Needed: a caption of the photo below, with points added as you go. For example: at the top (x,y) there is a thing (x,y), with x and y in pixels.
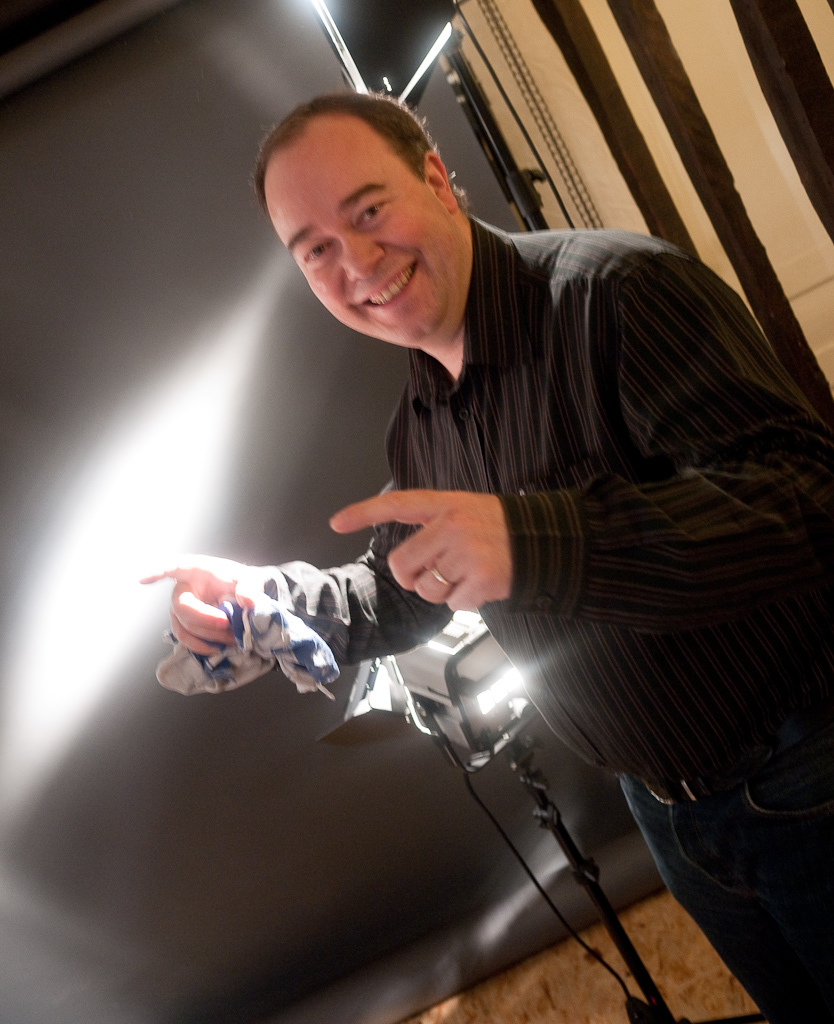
In this image there is a person (734,670) standing, beside the person (789,817) there is a stand (526,779), on that stand (512,757) there is an object (448,679), in the top right (664,232) there is a curtain (612,144), in the background (502,206) there is a black curtain (183,829).
